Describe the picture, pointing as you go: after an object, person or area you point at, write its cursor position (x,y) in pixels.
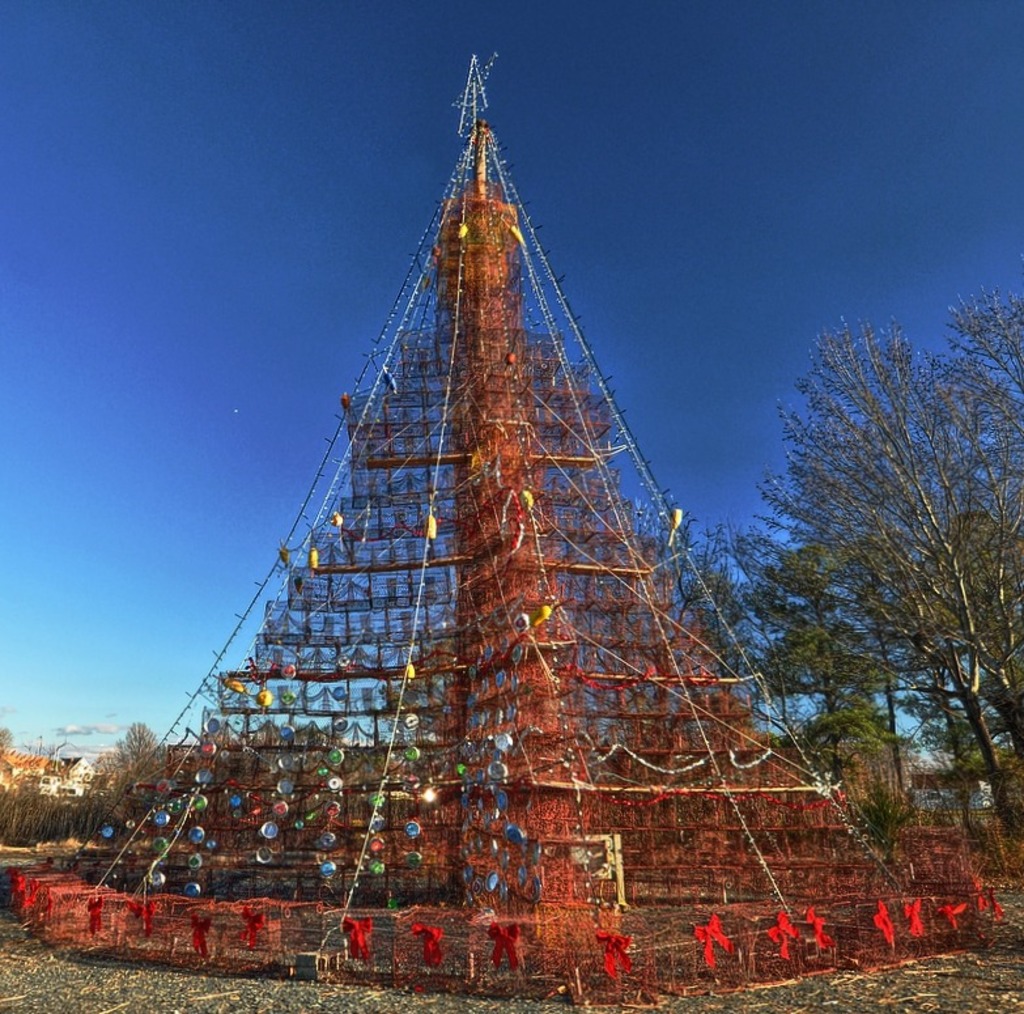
Here in this picture, in the middle (451,515) we can see a tree (440,502) decorated with lights (757,850) and other gift items (374,846) all around it and at the top (474,110) we can see a star (491,88) present and on the ground (328,1007) we can see plants (796,730) and trees (829,711) present and in the far we can see houses (80,761) present and we can see the sky (306,421) is clear.
